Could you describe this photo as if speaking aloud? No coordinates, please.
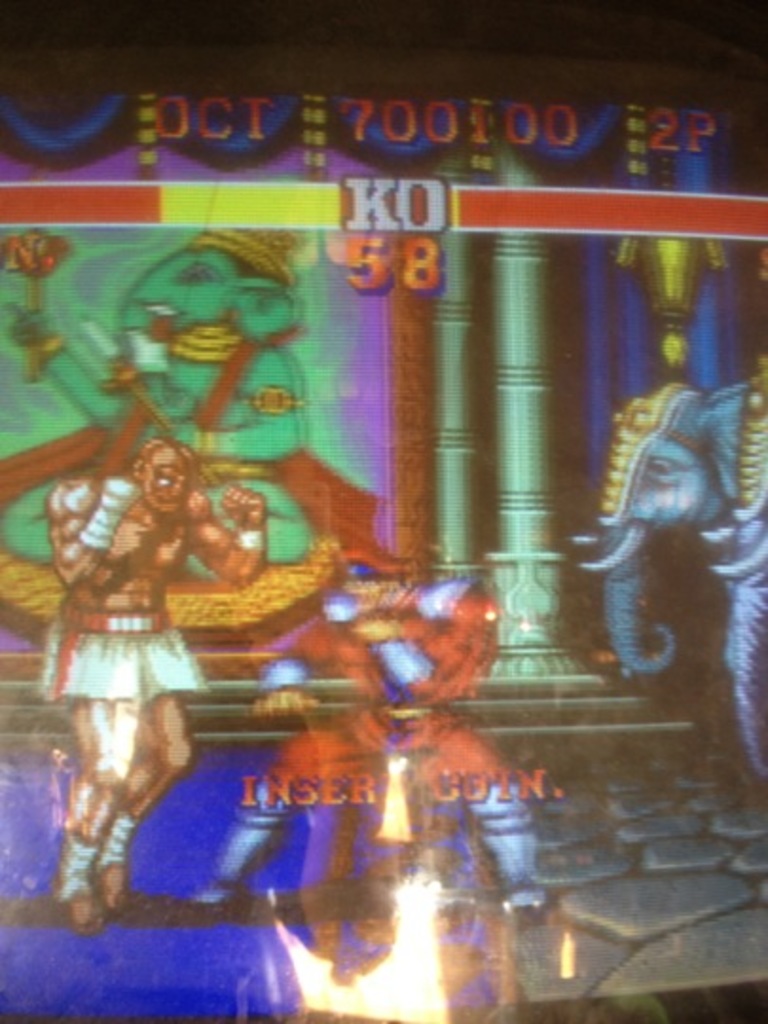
This is an animated image.
